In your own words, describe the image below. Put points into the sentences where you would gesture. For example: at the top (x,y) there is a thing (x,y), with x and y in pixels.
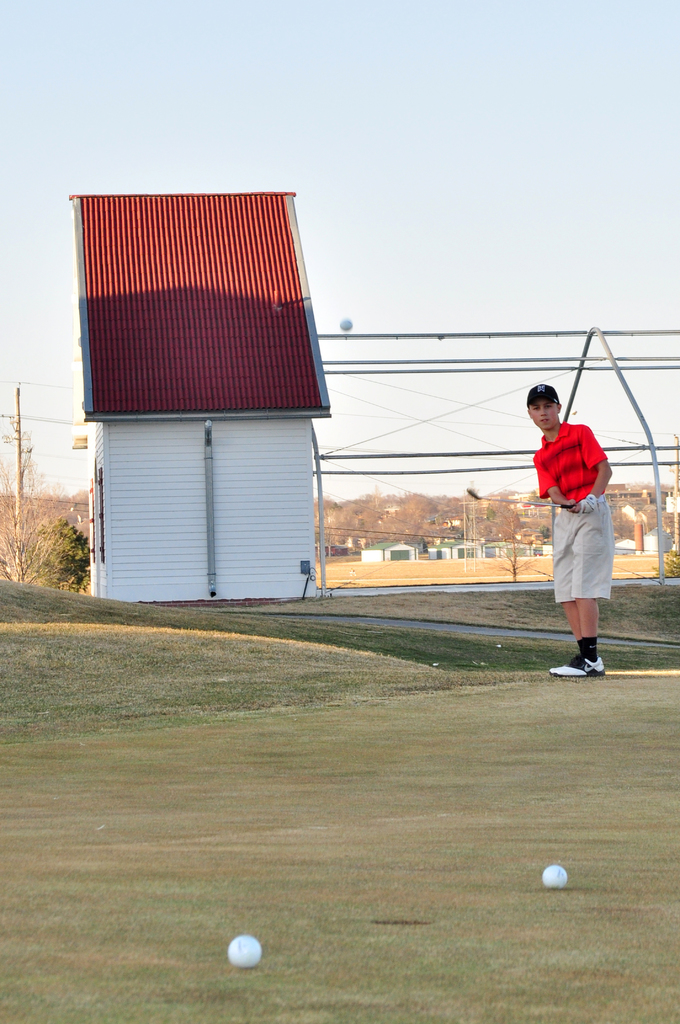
In this image we can see a person (538,470) wearing cap (556,403) and he is holding a golf club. On the ground (308,615) there is grass (308,802). Also there are balls (548,885). In the back (259,421) we can see a building (241,413). In the background (411,515) there are trees (411,515). Also there is sky (456,143).
